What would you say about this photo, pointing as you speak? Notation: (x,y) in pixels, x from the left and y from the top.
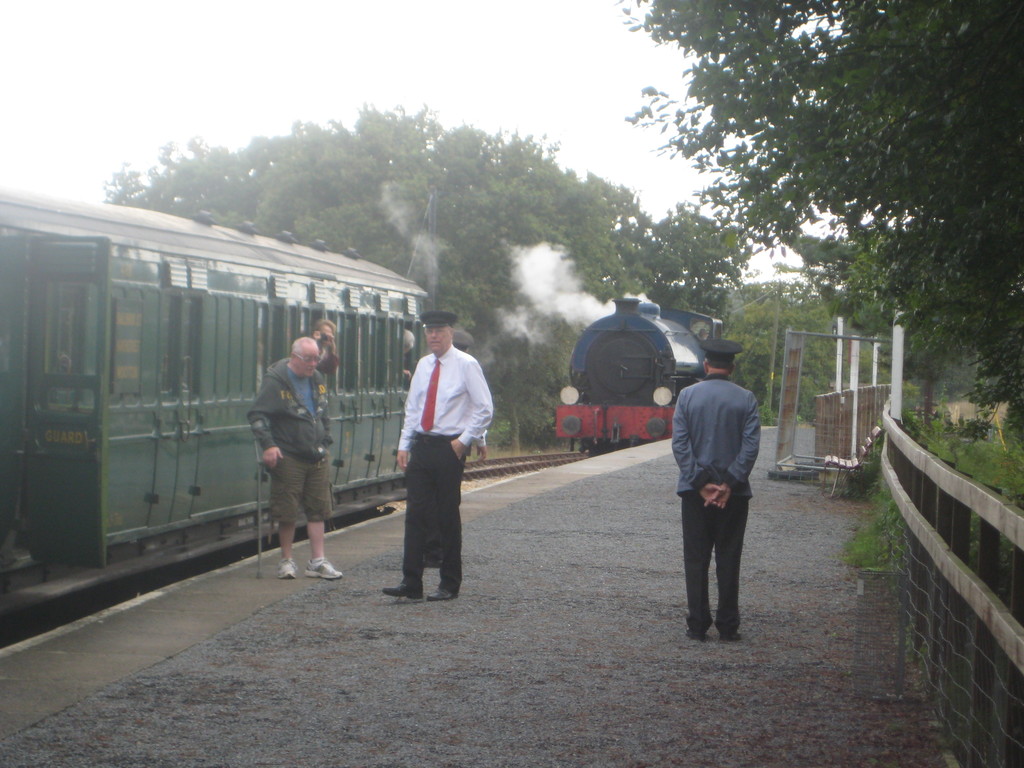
In the background (186,134) we can see the sky (153,3), trees (523,179). In this picture we can see the train (40,520), engine (647,303), smoke (533,272), train track (516,470) and the people (422,483). We can see the people (731,352) on the platform (865,695). On the right side of the picture (938,279) we can see railing (987,609), trees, bench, few objects (783,370) and green grass (945,453).
